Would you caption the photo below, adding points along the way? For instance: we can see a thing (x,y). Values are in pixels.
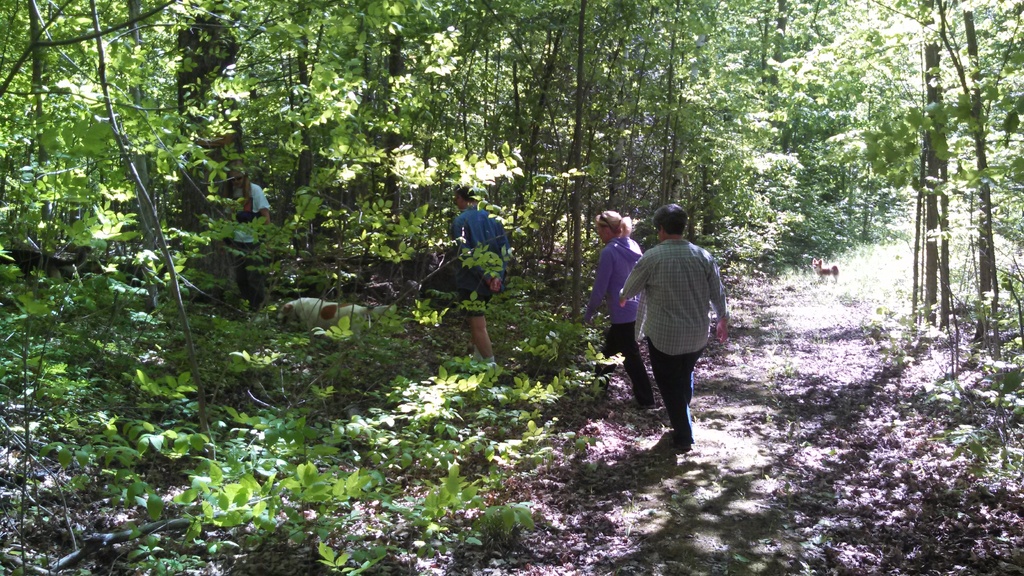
In this image I can see a forest (428,149) and in the forest (433,258) I can see trees (801,258) and persons (235,190) and animals (295,313).
